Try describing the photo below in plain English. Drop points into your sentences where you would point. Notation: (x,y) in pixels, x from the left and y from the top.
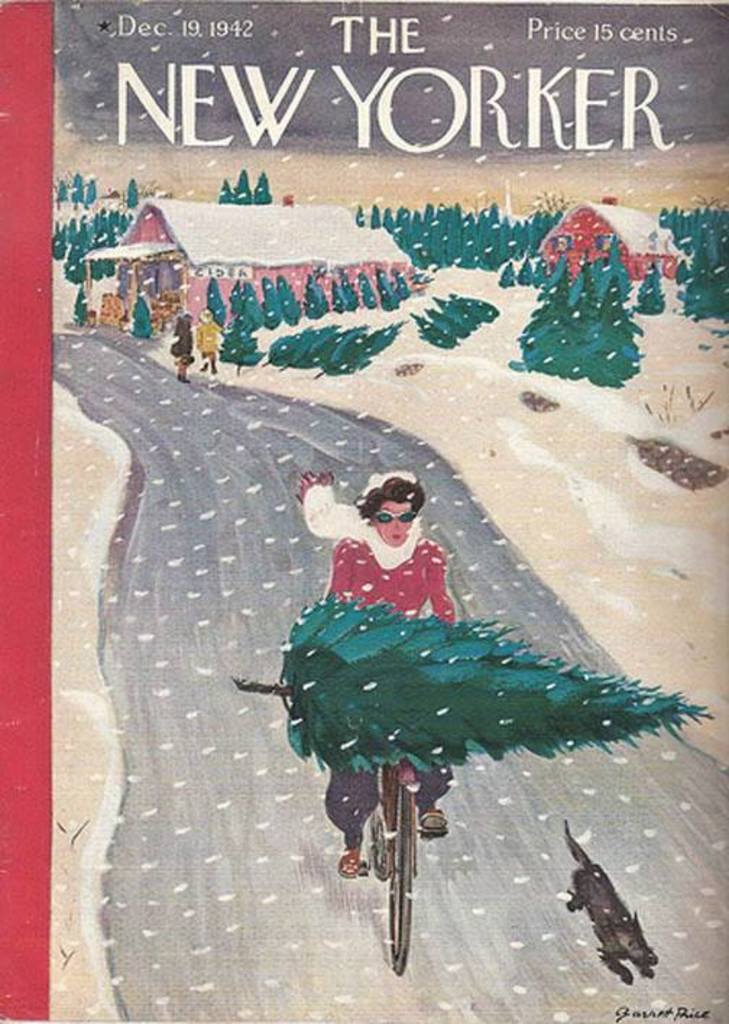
In the picture I can see the poster (598,456). On the poster (486,488) I can see a person (363,514) riding a bicycle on the road (443,856) and the person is carrying a tree (405,737) on the bicycle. I can see an animal (584,875) on the road (569,934) on the bottom right side of the picture (592,866). In the background (480,220), I can see the houses (359,267) and trees (433,316). I can see the text (259,90) at the top of the picture (557,120).
